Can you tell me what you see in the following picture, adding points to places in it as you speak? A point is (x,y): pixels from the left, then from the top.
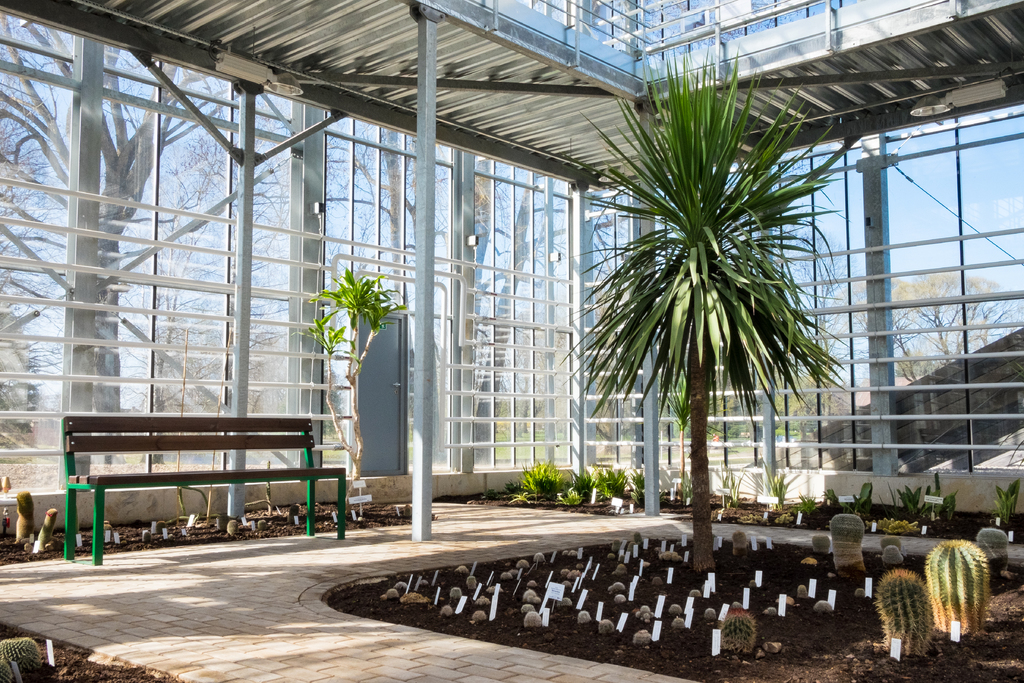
In this image, we can see a bench (324,471) and there are many cactus plants (954,615), we can see a green color plant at the middle (671,274).
